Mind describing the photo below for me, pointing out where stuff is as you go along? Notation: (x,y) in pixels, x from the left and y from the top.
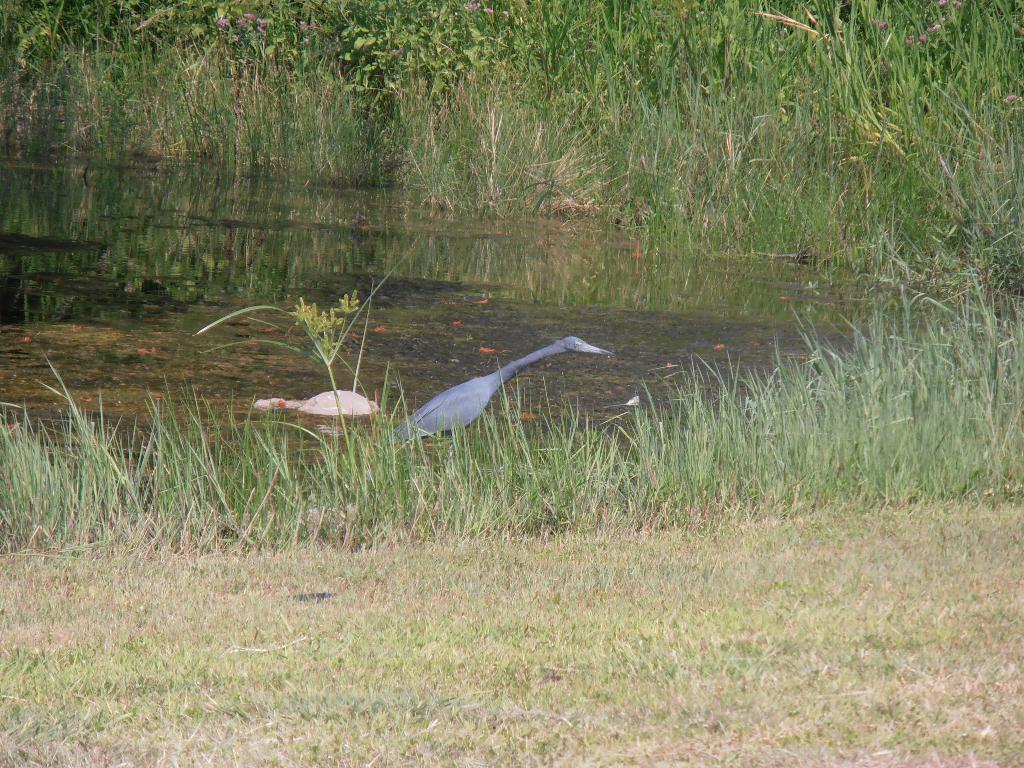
This image is the bottom there is grass (428,639), and in the center (630,351) there is a pond (453,318). In the pond (497,365) there is a bird (484,385) and there might be a tortoise (292,401), and in the background (312,133) there are plants (632,112) and grass (578,163).
